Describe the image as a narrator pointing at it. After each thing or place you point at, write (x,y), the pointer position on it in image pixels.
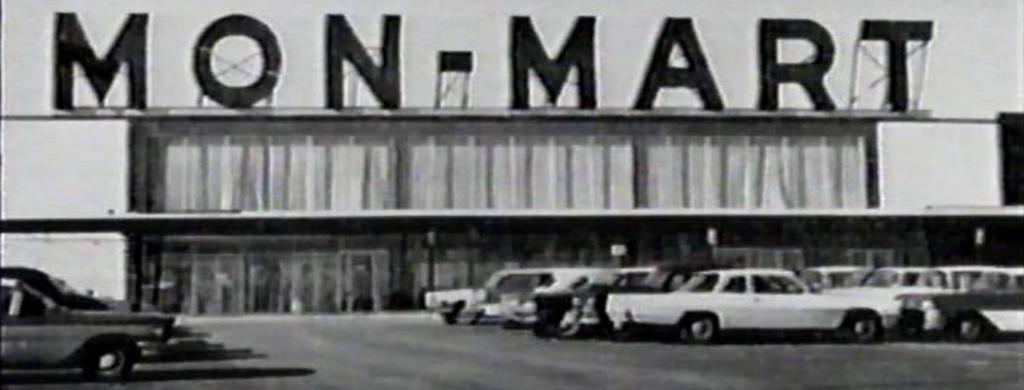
In this picture we can see an old photograph of the vintage cars (685,301), parked in the parking area (637,341). Behind we can see big mall (264,202) on which "MON-MART" is written.
